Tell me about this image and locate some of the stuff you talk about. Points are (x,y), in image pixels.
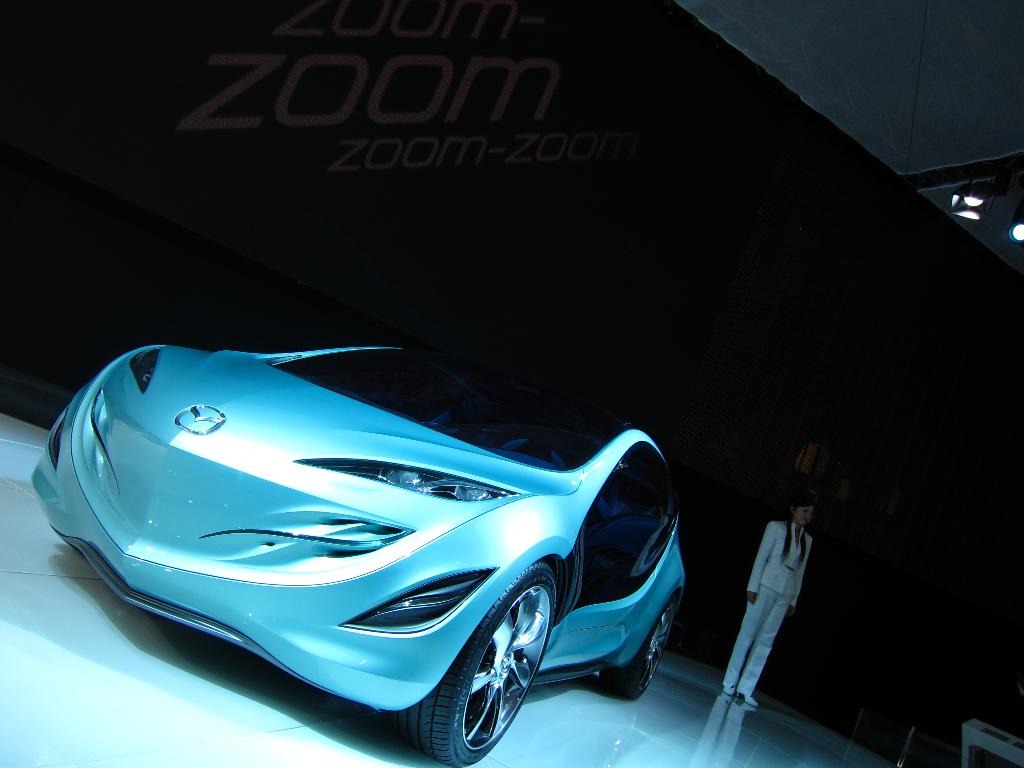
In this image, I can see a car (617,570). Here is a person (732,679) standing. In the background (709,167), that looks like a hoarding (422,163) with the letters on it. On the right side of the image (970,186), I can see the show lights (986,190). This is a floor (184,721).
